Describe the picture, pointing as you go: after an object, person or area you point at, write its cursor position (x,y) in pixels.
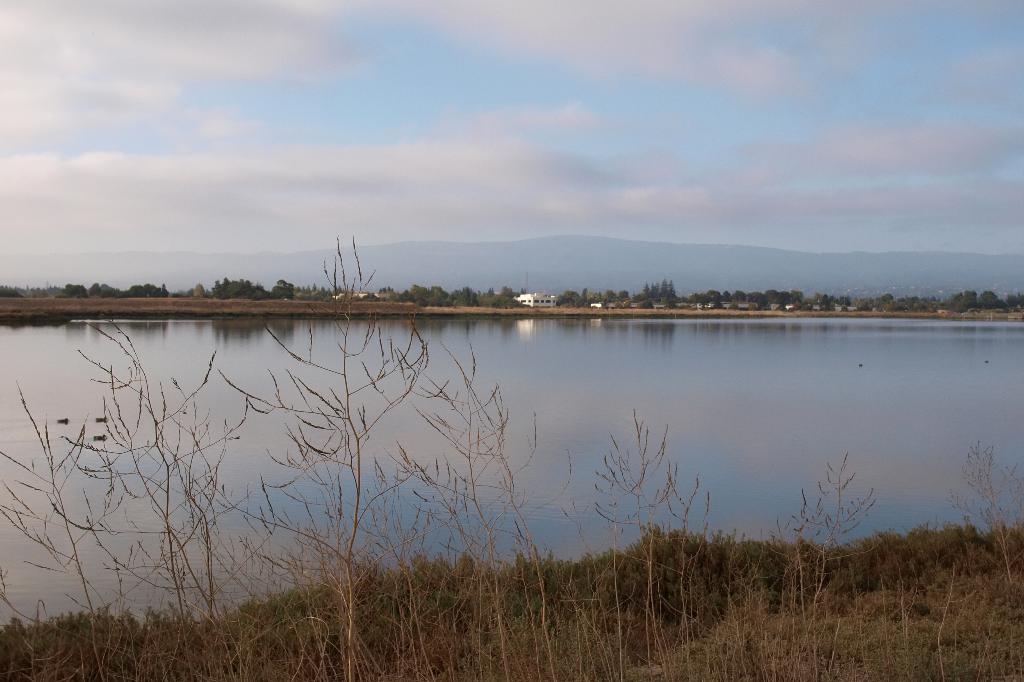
In the picture we can see water (571,396) and far away from it, we can see grass plants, trees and a house (523,302) and behind it we can see a sky (832,23) with clouds (665,214).
